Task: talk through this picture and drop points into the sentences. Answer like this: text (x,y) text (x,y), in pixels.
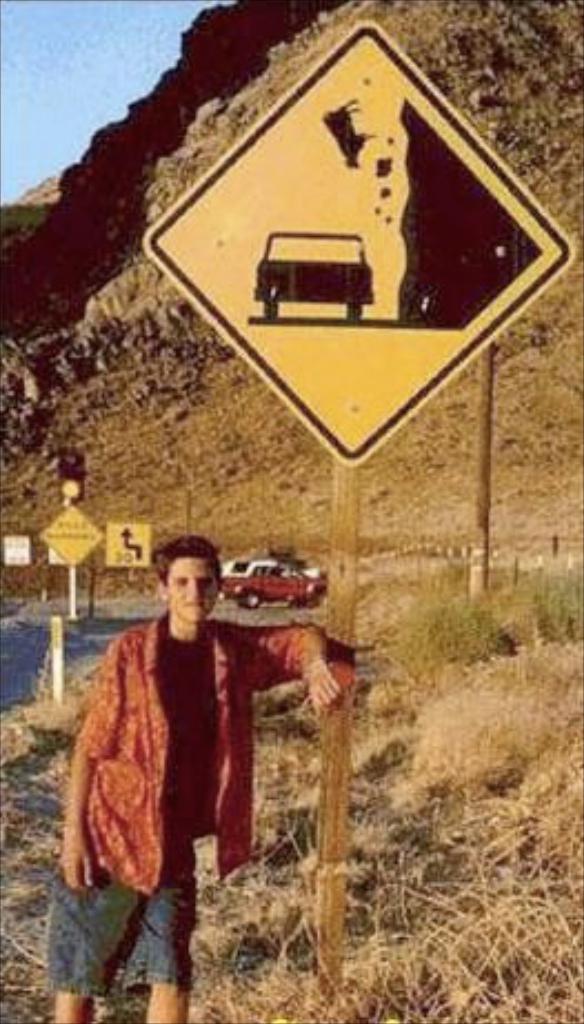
In this image we can see a person (177,781) wearing red color shirt (132,780) keeping his hands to the signage board (226,233) and at the background of the image (118,456) there is vehicle (305,586) moving on the road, there is mountain (154,103) and clear sky (22,72).
